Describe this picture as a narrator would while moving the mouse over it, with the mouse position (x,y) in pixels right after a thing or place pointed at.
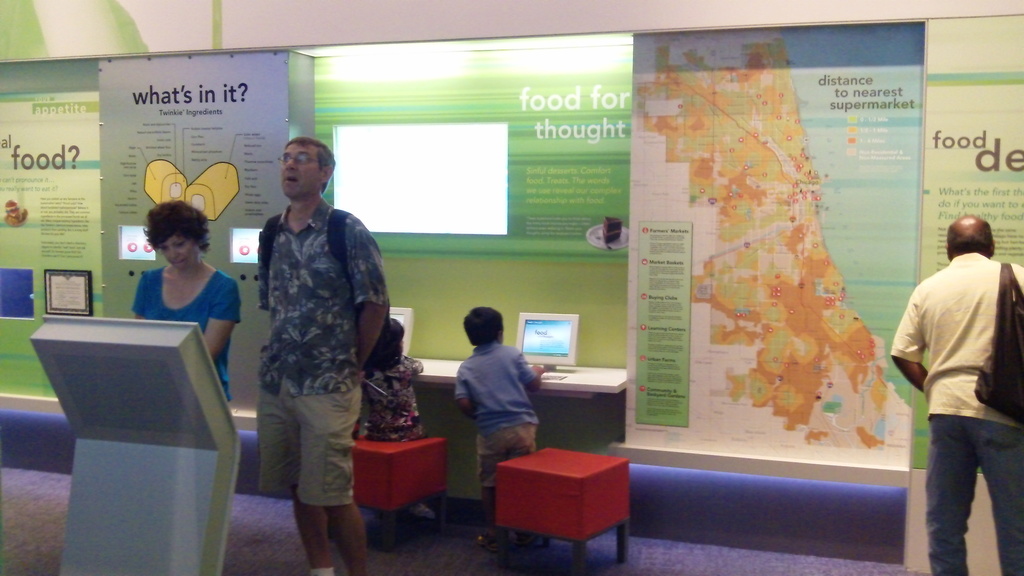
In this image there is a man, woman (230,309), man (984,230) standing in the room (36,575) and there are 2 kids (533,372) near the table (437,374) and operating the computer (524,340) and at the background (182,84) there are hoardings (584,226).
